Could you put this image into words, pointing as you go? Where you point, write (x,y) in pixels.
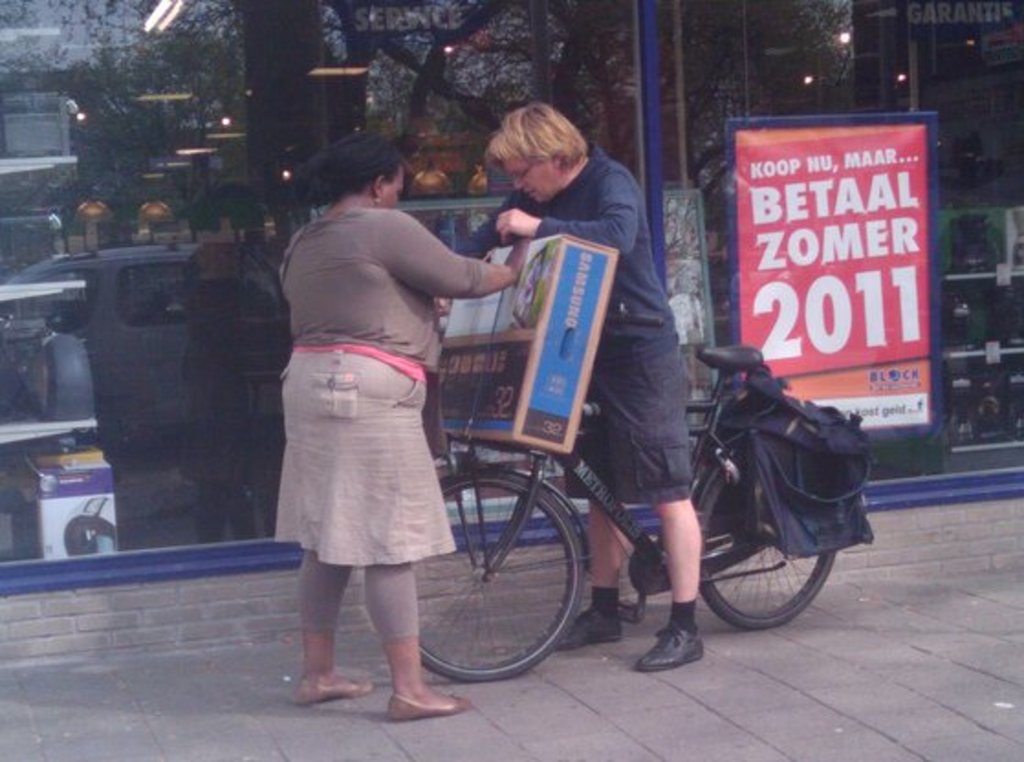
There are two members (642,468) in the given picture. One is on the bicycle (728,496), holding a box (505,383) on the bicycle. In the background (828,303) there is a poster (817,242) attached to the glass (791,113) here.
